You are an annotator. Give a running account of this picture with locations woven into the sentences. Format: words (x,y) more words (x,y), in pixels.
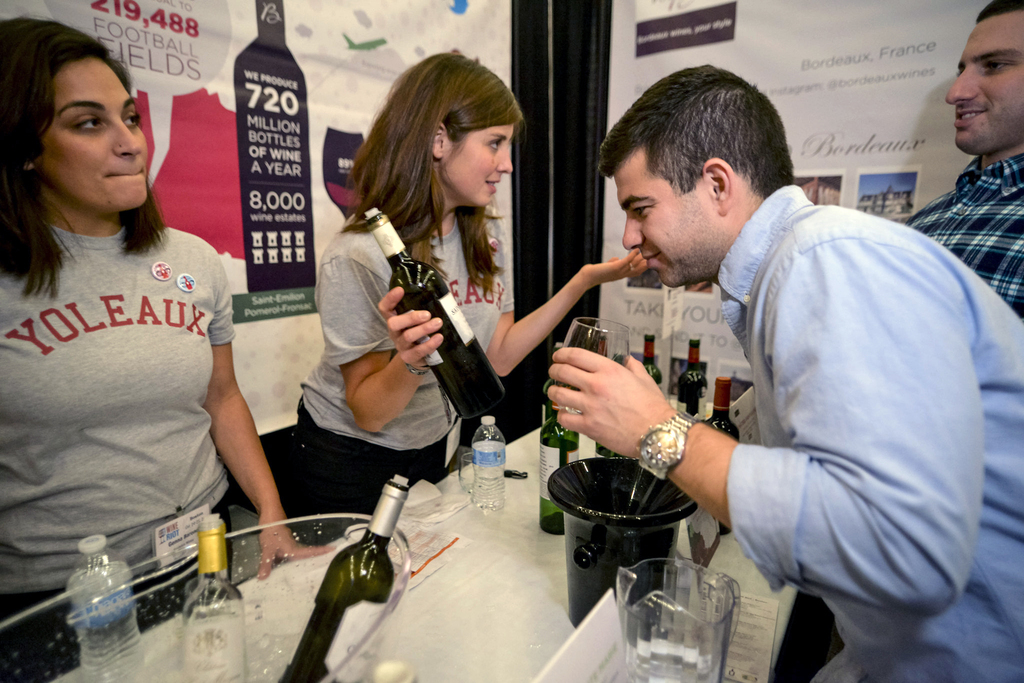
There are two women (388,355) and two men (938,267) standing. This is a table (462,633). I can see a water bottle (488,463), small bucket (571,510), wine bottles (548,463), glass tumblers (656,652), name board (601,651), papers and few other things (678,659) are placed on the table (488,626). I think these are the banners (476,33). This woman (413,231) is holding a bottle (439,283) in her hand (411,356) and the man (807,317) is holding a wine glass (601,345).
